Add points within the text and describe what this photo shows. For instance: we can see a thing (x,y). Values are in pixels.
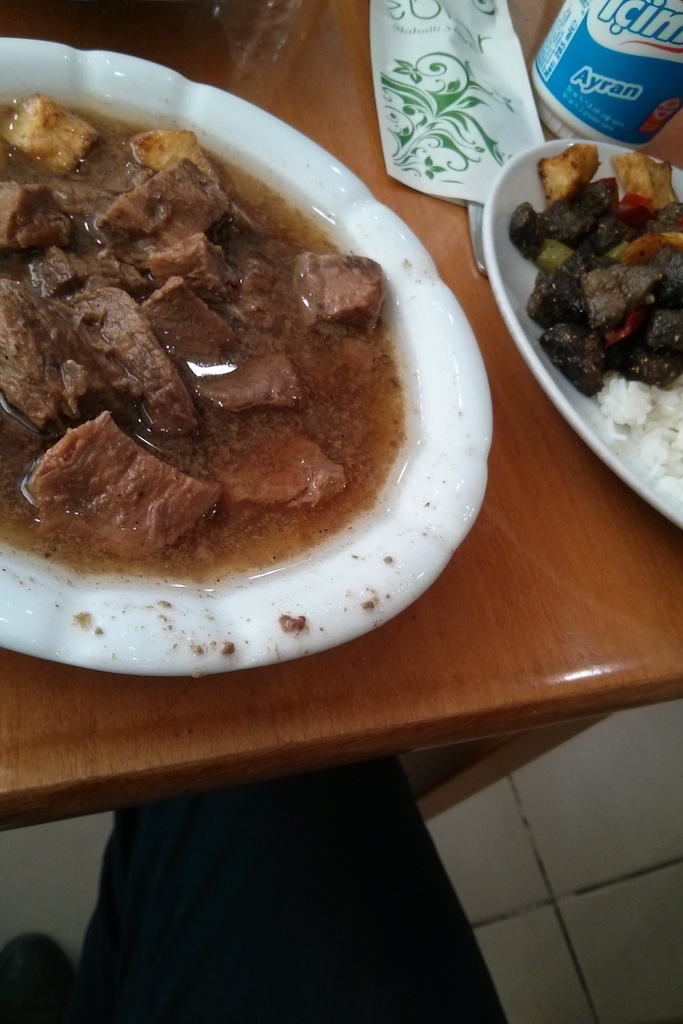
This picture shows food (655,281) in the plate (533,259) and we see curry (43,404) in the bowl (287,608) and a napkin (508,68) and a bottle (600,84) on the table (21,6) and we see a human (2,971).
